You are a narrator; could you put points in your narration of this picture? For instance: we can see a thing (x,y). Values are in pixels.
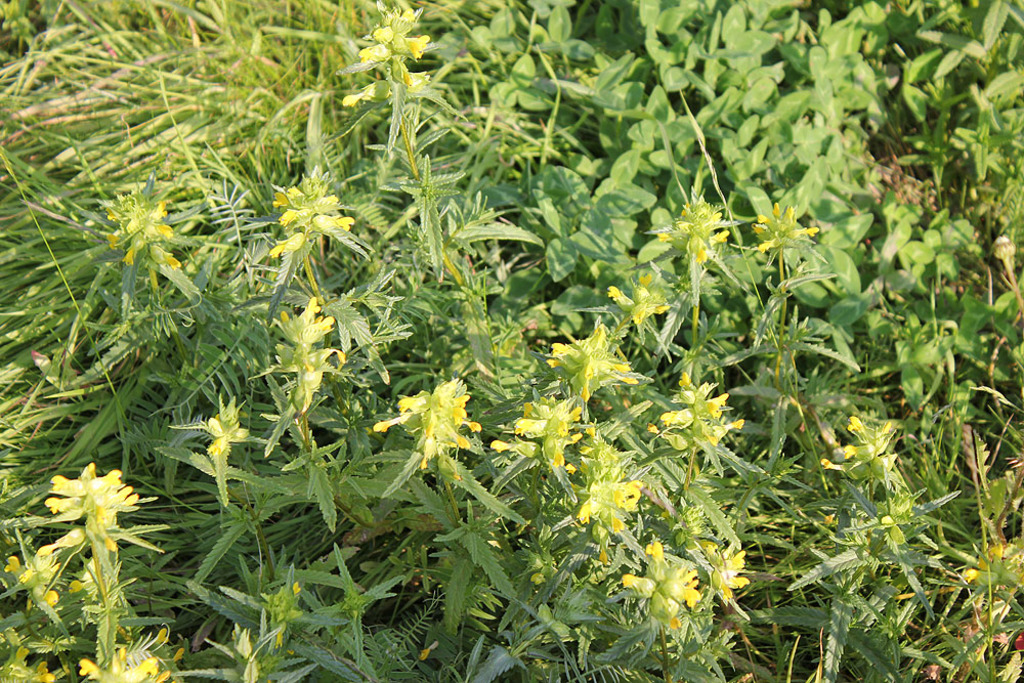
In the picture I can see flowering plants (323,194) and green grass (264,60).
